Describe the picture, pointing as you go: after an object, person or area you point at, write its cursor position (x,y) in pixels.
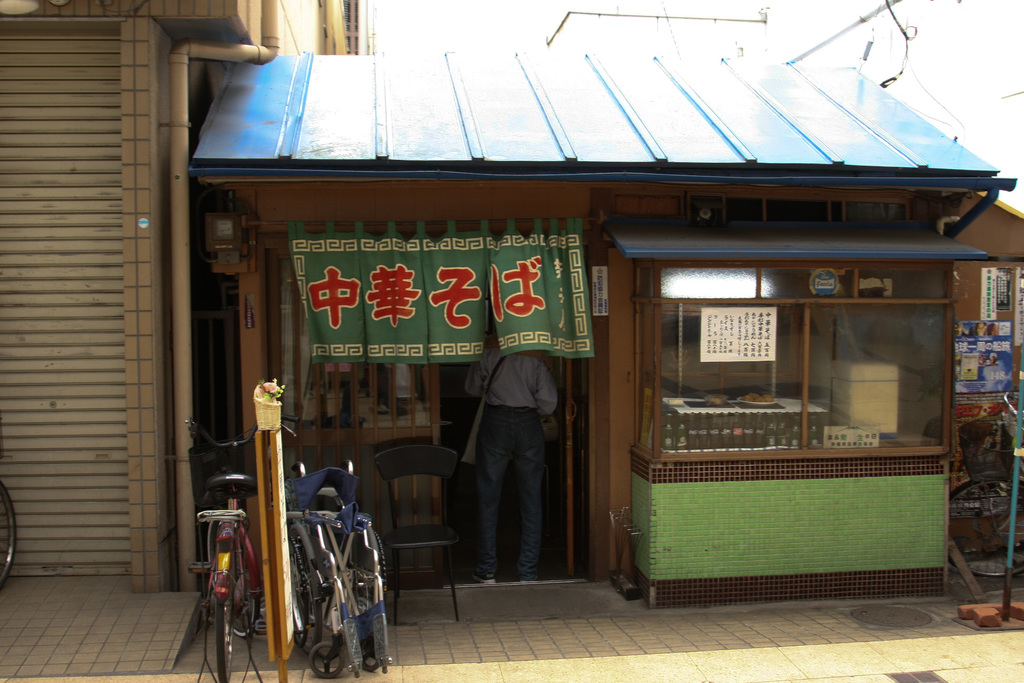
In this image i can see few bicycles (216,584) a person (507,363) standing, a chair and a store (665,431). In the background (129,129) i can see a building (82,222).
